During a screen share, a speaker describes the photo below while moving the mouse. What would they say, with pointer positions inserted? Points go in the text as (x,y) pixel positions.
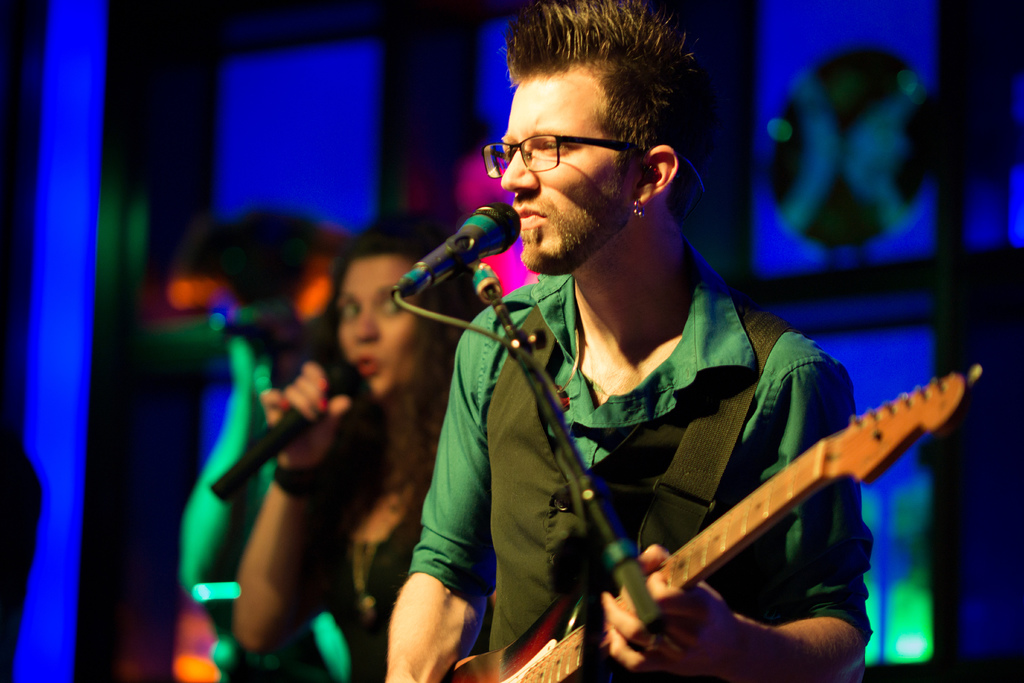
In this picture there is a man (535,258) who is wearing spectacles (503,170), t-shirt (743,357) and jacket (678,422). He is standing near to the mic (511,211) and holding a guitar (894,450). Beside him we can see women (325,344) who is singing. In the background (926,343) we can see designed cloth (776,260).
